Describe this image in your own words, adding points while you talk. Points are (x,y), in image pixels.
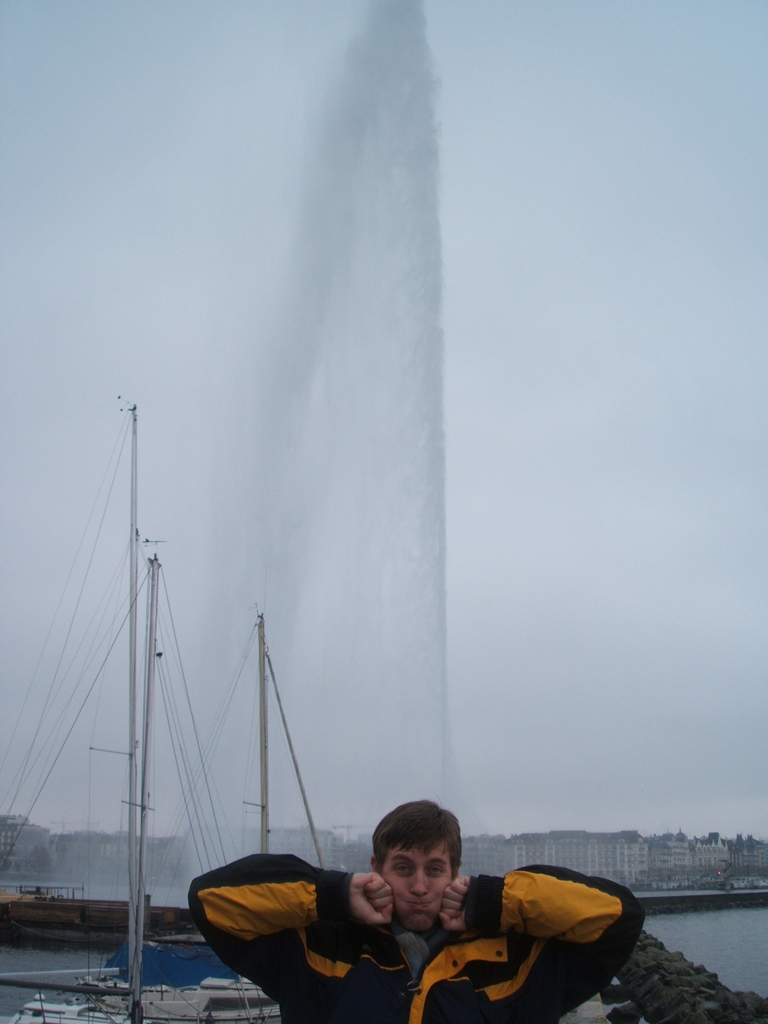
In this picture there is a person (496,994) wearing black and yellow color jacket (465,982) placed both of his hands (447,919) on his cheeks (441,882) and there are few boats (121,968), buildings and water (653,917) in the background (150,947).
